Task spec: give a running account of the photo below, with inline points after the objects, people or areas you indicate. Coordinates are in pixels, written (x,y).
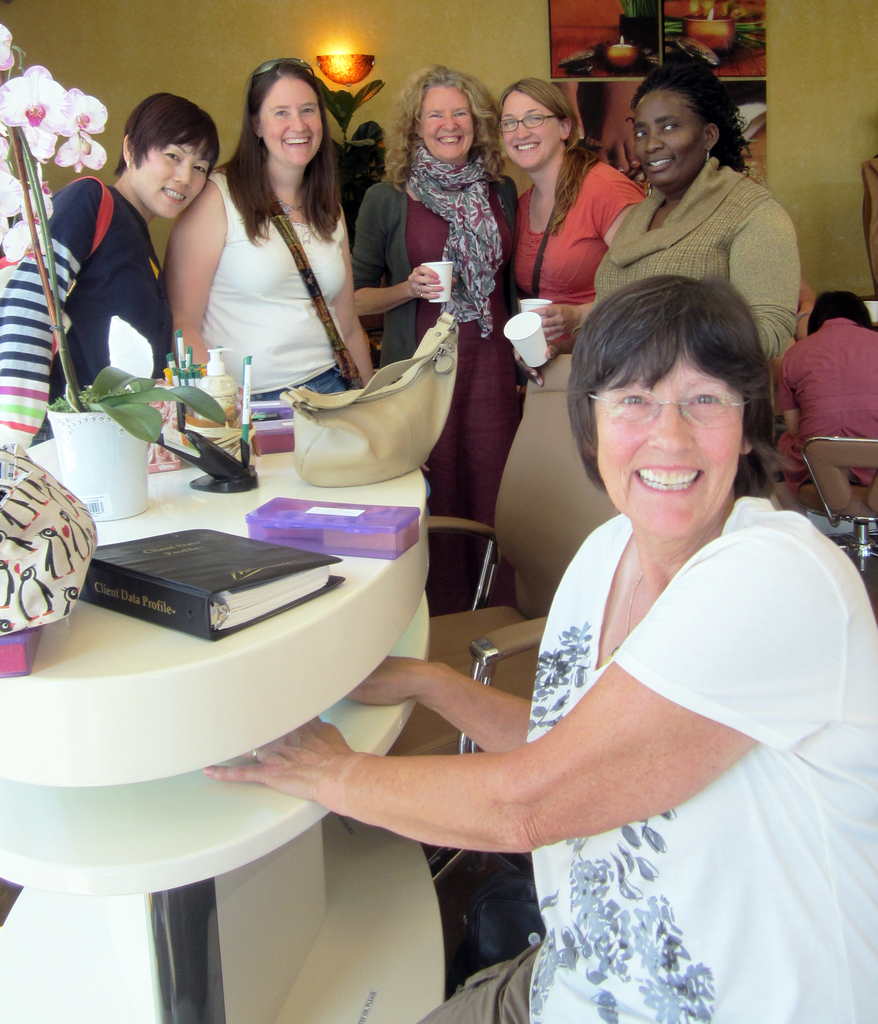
In the center of the image (461,449) we can see some people (469,267) are standing and some of them are holding the glasses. On the left side of the image (75,1005) we can see a table (313,950). On the table (317,873) we can see the bags (8,504), books (253,549), box (379,526), plant (134,394) with pot (118,444) and flowers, some other objects (204,484). On the right side of the image (606,803) we can see some people (633,497) are sitting on the chairs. At the top of the image (667,48) we can see the boards (597,12) on the wall (425,47), light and plant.
